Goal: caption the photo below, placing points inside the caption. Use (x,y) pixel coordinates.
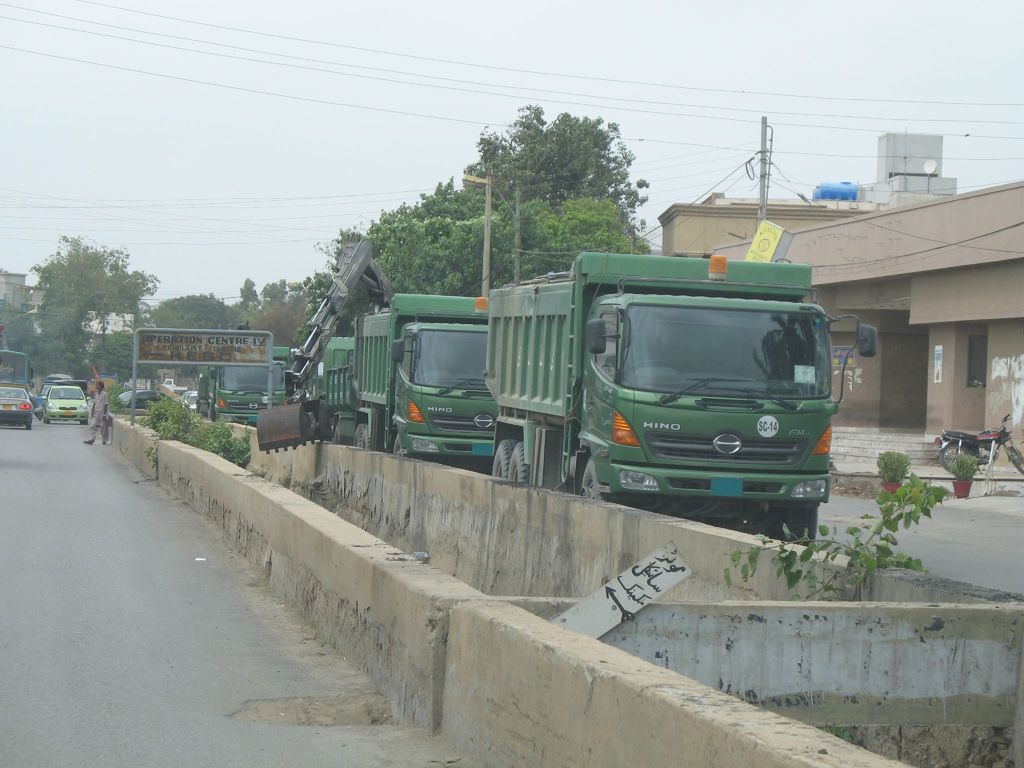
In this picture I can see vehicles (604,349) on the road (112,644), there are buildings (915,244), there are poles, cables (38,208), there are trees (455,290), and in the background (573,89) there is the sky (359,128).
